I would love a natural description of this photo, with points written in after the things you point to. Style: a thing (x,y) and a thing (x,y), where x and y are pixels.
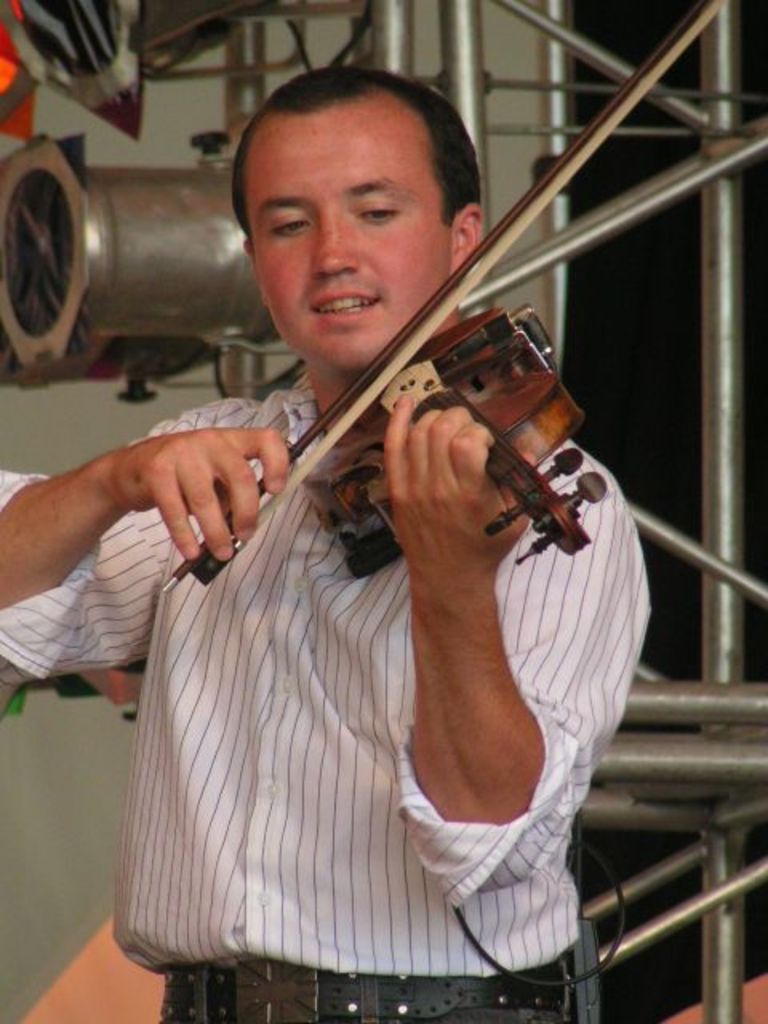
This person (324,568) standing and playing violin (439,346) and smiling. On the background (475,60) we can see wall (511,36), rods (468,34).
